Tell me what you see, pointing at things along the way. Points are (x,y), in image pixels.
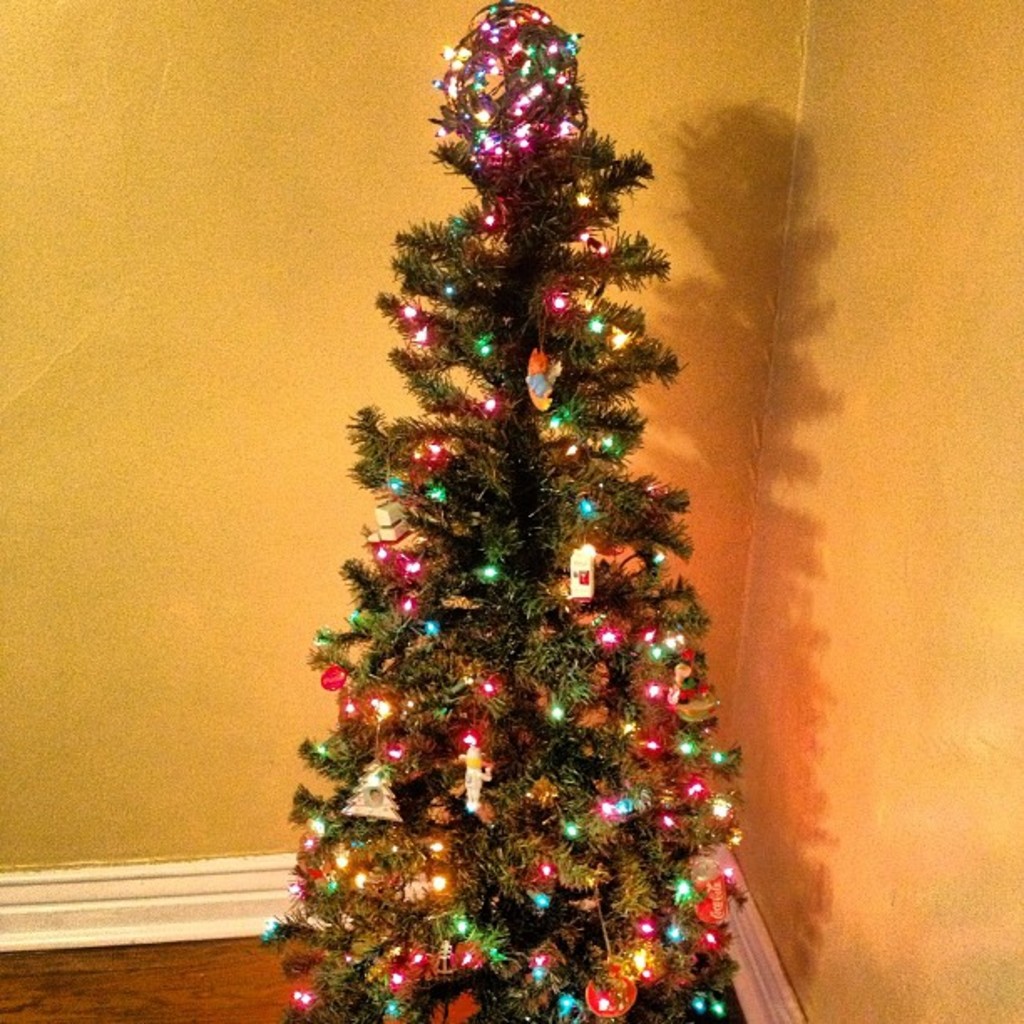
In this image we can see a decorated Christmas tree (397,601) on the floor (261,947). In the background (322,575) there are walls (815,600).
